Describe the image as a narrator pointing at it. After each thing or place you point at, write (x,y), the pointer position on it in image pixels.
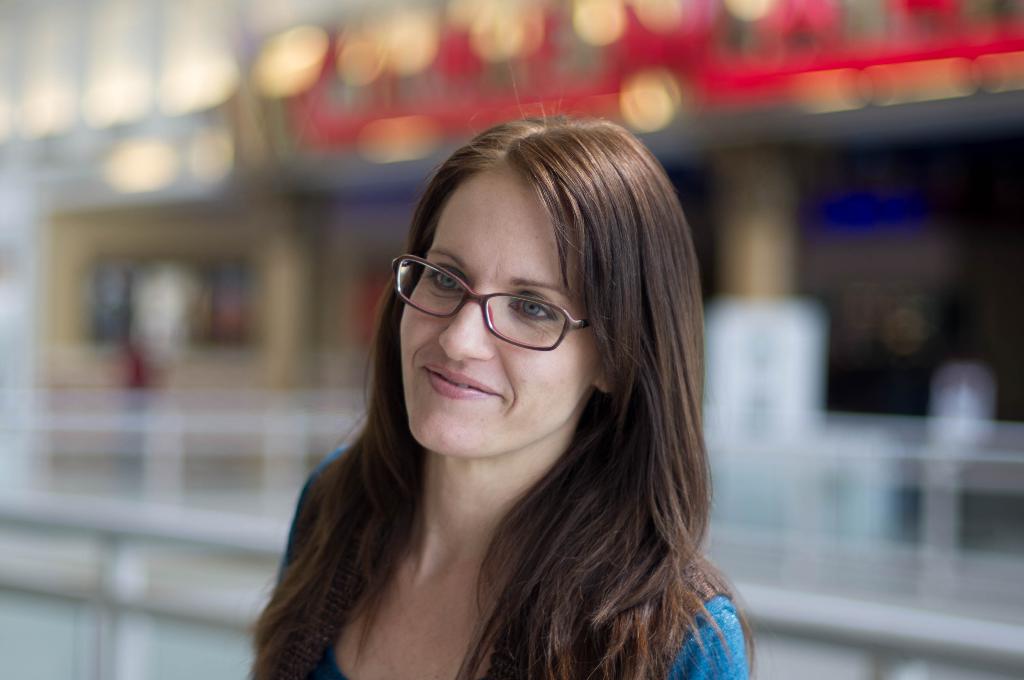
In this image there is a lady (532,306) wearing glasses (515,319). The background (230,260) is blurry.
